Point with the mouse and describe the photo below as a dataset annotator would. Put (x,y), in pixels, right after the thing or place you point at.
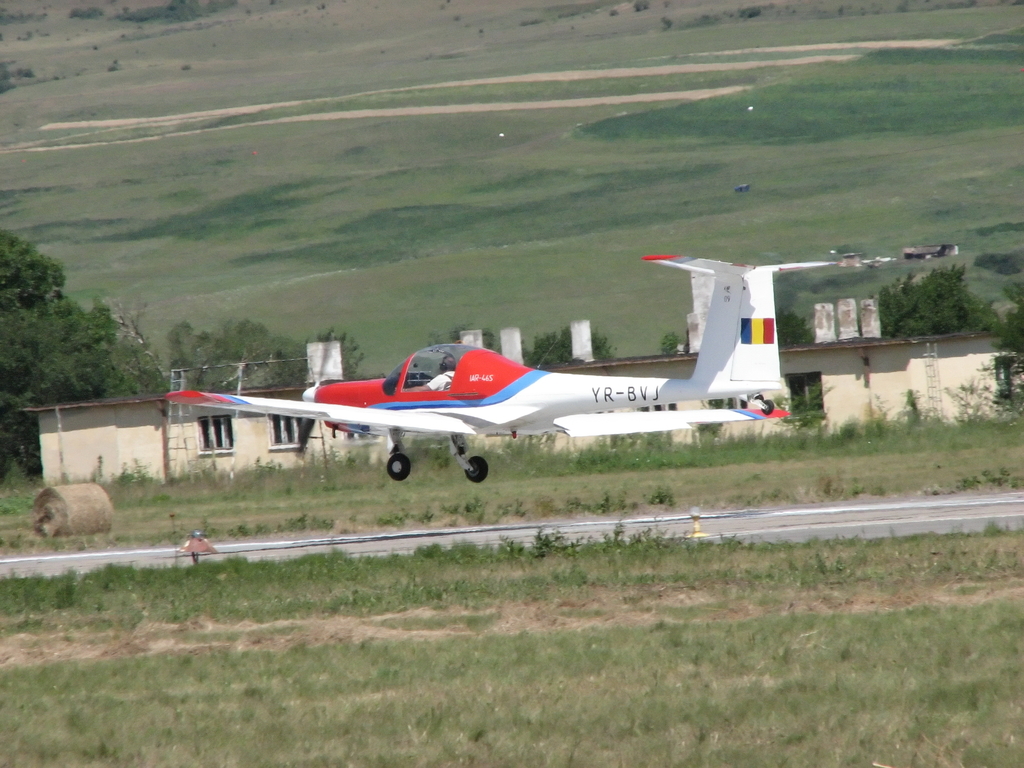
In this image we can see a person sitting in an airplane (521,426). We can also see a runway (859,525), grass (742,587), plants (605,441), a roller (88,495) on the ground (410,570), a house (65,481) with windows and a group of trees (273,371).
